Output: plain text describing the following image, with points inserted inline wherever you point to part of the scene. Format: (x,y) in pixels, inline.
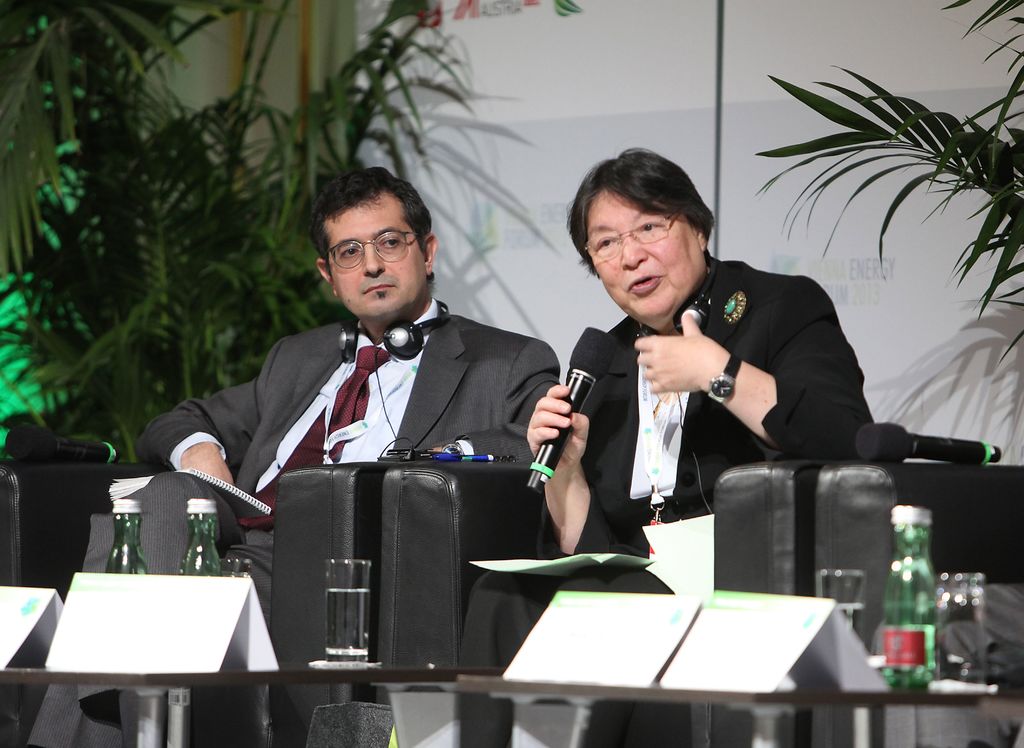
In this picture we can see one man (404,288) and woman (751,315) sitting on chairs (406,526) where woman (623,365) holding mic (602,333) in her hand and talking and in front of them we can see bottles (119,506), glasses (850,609), name boards (205,620) and in background (156,274) we can see trees (120,160), wall (549,113).
